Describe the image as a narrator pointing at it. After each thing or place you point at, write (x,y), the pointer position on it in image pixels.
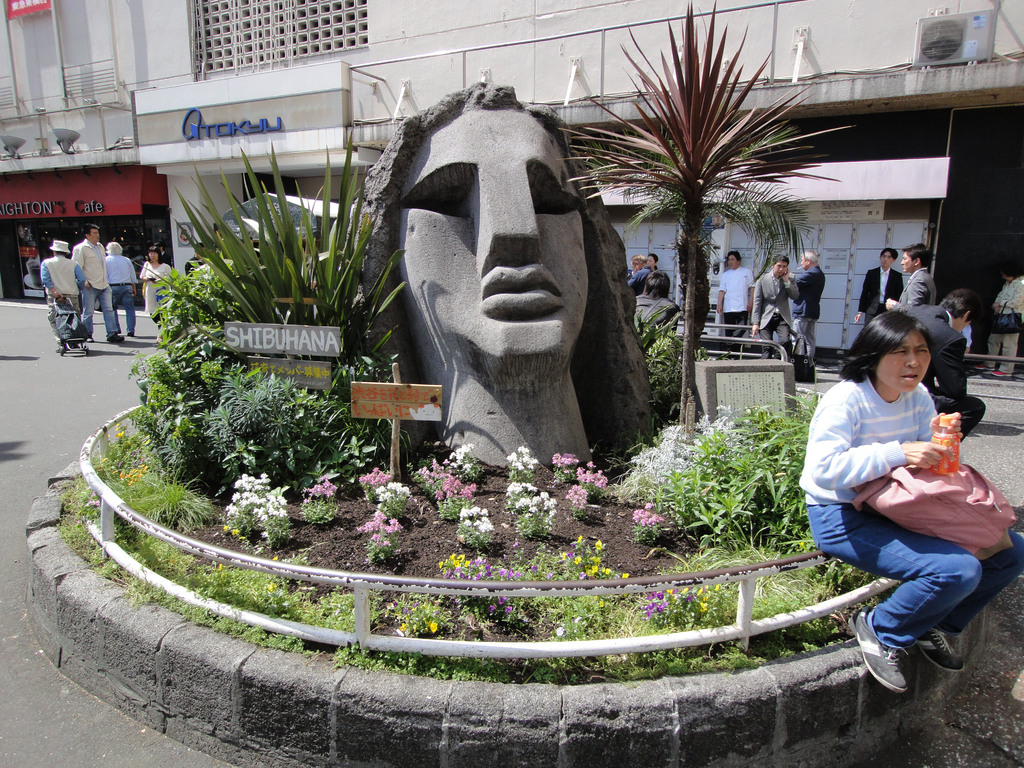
This image is clicked outside. There is building (89,46) back side. In the front (449,495) there are plants (475,559) and there is a statue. There are flowers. There is a person (892,376) sitting on the right side (881,605). She is wearing blue jeans (894,603) and white shirt (808,441). She has bag (994,536) in her hand (927,460). There are so many people (802,291) backside. There are some stores (236,192).
